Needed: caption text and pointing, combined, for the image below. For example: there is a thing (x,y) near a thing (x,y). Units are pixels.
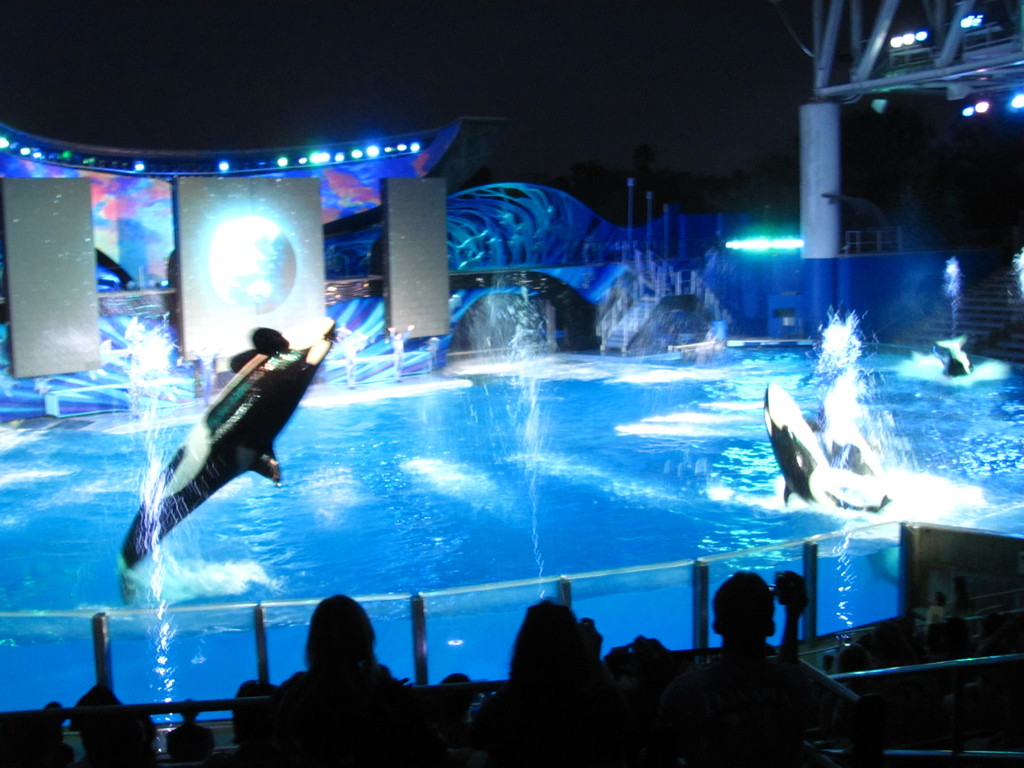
This image is taken outdoors. At the bottom of the image (372,705) there are a few people (651,701). There is a railing (113,623). In the middle of the image (439,437) there is a pool (208,523) with water (515,528). There are a few dolphins (820,491) in the pool (914,357). In the background (252,300) there are three boards (186,316). There are a few lights (89,160). There is a wall (610,231) and there is a fountain (692,320). On the right side of the image (823,216) there is a pillar (830,176) and there are a few iron bars (956,56).
